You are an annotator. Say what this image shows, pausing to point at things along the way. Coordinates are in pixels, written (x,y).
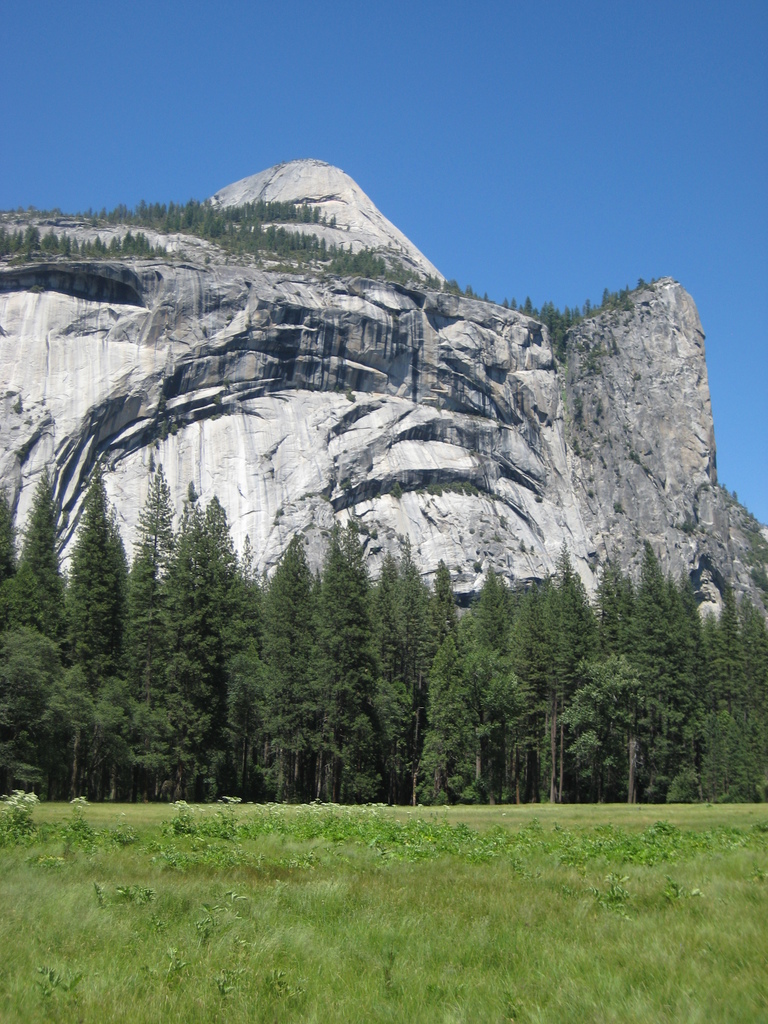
In this image we can see few trees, plants (280,832), grass (315,885), big rock stones (324,374), a mountain (359,253) and the sky (296,121).
